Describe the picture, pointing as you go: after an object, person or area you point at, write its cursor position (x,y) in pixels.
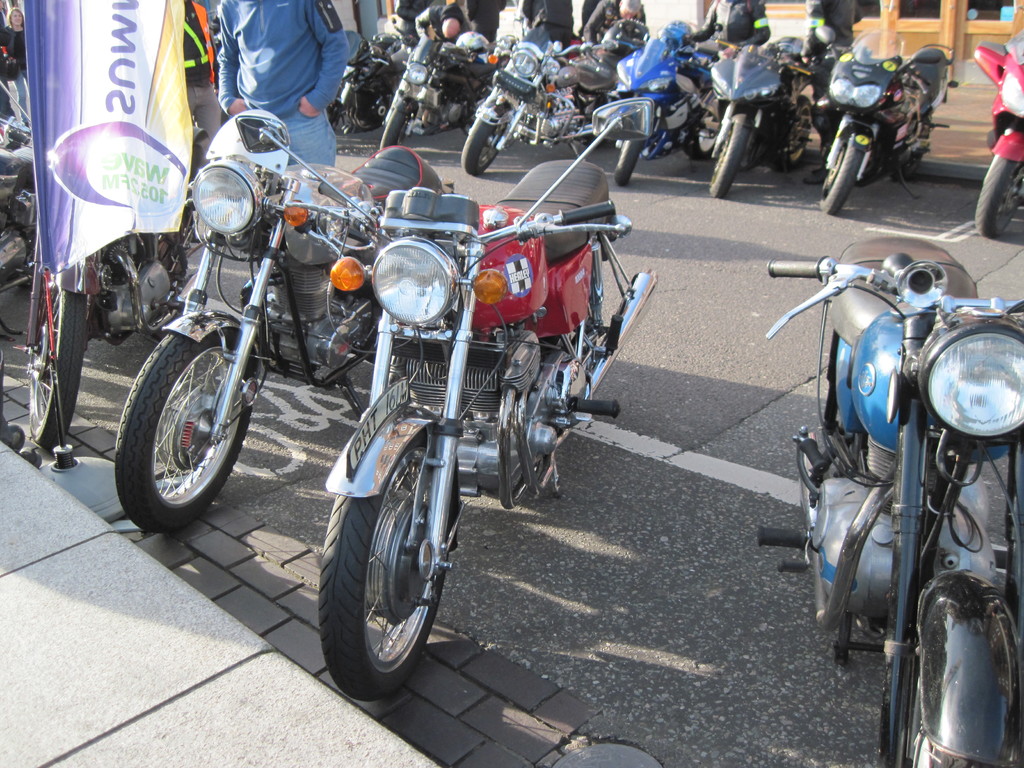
In the center of the picture (565,273) there are bikes (546,129) and people (554,8), on the road (471,593). At the bottom (128,635) it is footpath (175,638).
